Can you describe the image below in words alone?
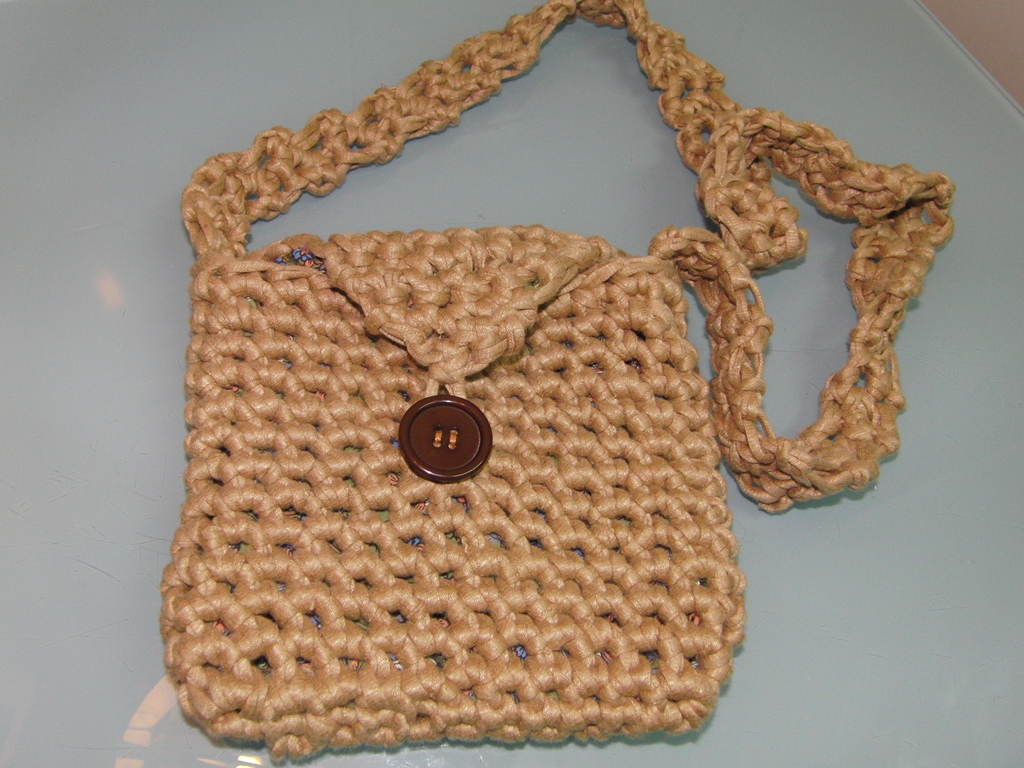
In this picture we can see cream color with a brown color button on it.
